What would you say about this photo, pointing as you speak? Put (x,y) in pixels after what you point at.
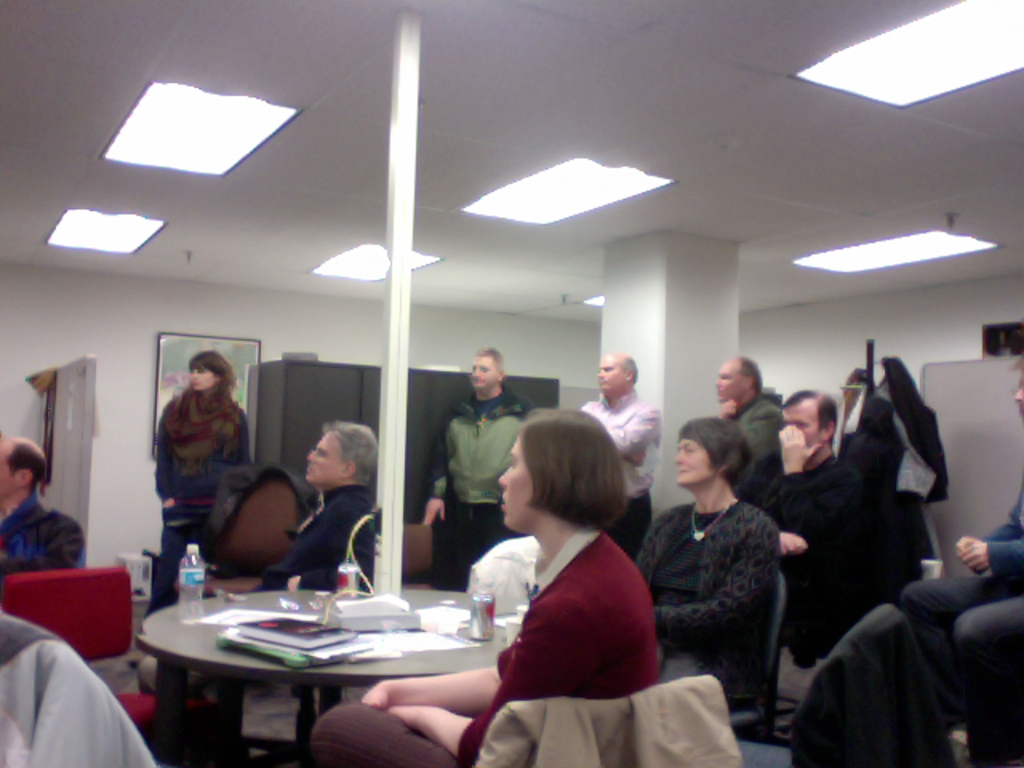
In this image we can see this people (728,538) are sitting near table (170,626) and this people (602,391) are standing. We can see bottle (203,602), tins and books (322,633) on the table (471,638). In the background (413,410) we can see photo frame (177,374) on wall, cupboards (285,416) and lights (590,176) on ceiling (339,171).
